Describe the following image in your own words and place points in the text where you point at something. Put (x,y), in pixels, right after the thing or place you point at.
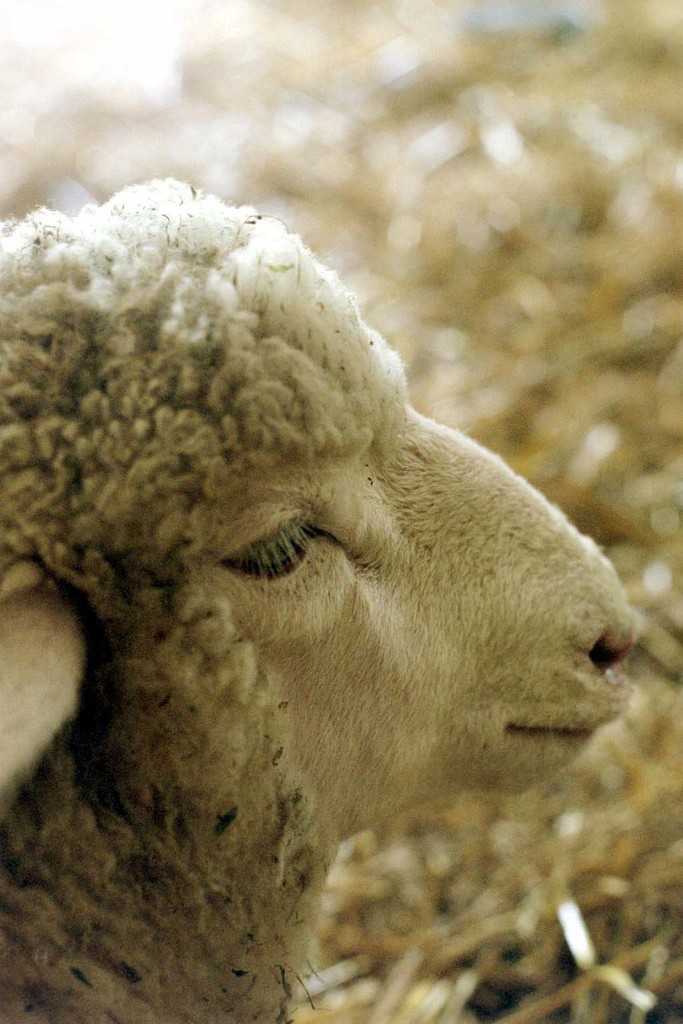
In this picture we can see an animal (421,776). In the background of the image (607,517) it is blurry.
